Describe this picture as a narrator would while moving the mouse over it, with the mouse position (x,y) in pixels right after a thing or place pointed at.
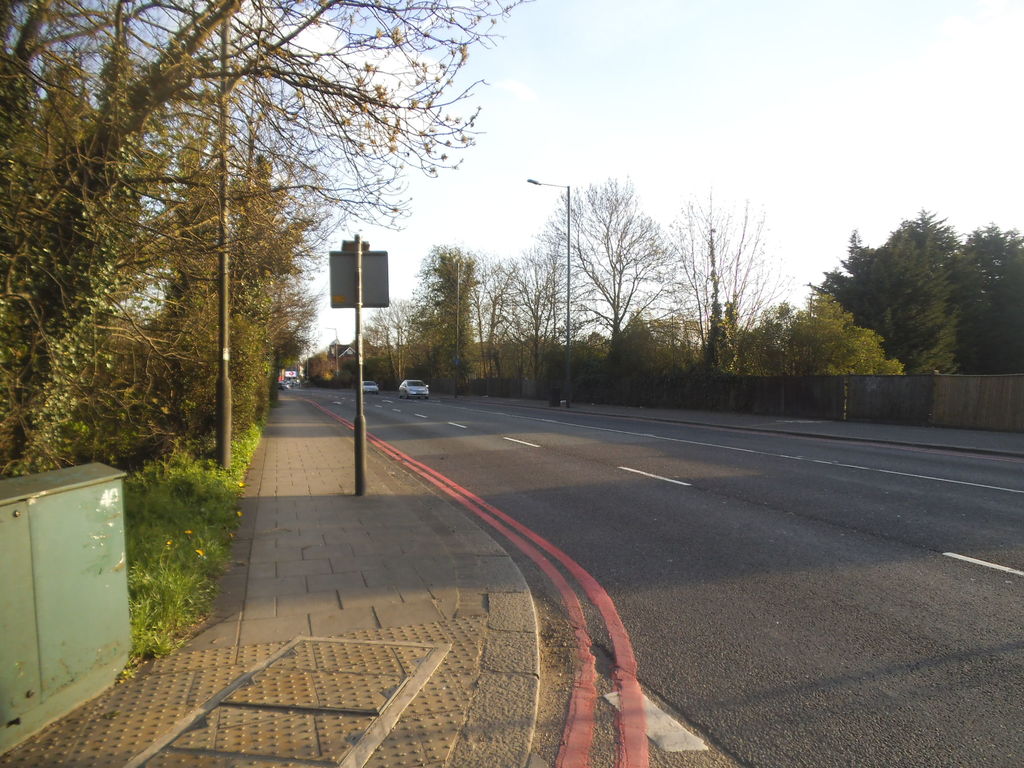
In this image I can see few vehicles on the road (693,496). On both sides of the road (651,495) I can see many trees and the poles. To the left (63,626) I can see the box (81,574). To the right (989,409) I can see the fence (875,408). In the background (414,142) I can see the sky (712,19).
